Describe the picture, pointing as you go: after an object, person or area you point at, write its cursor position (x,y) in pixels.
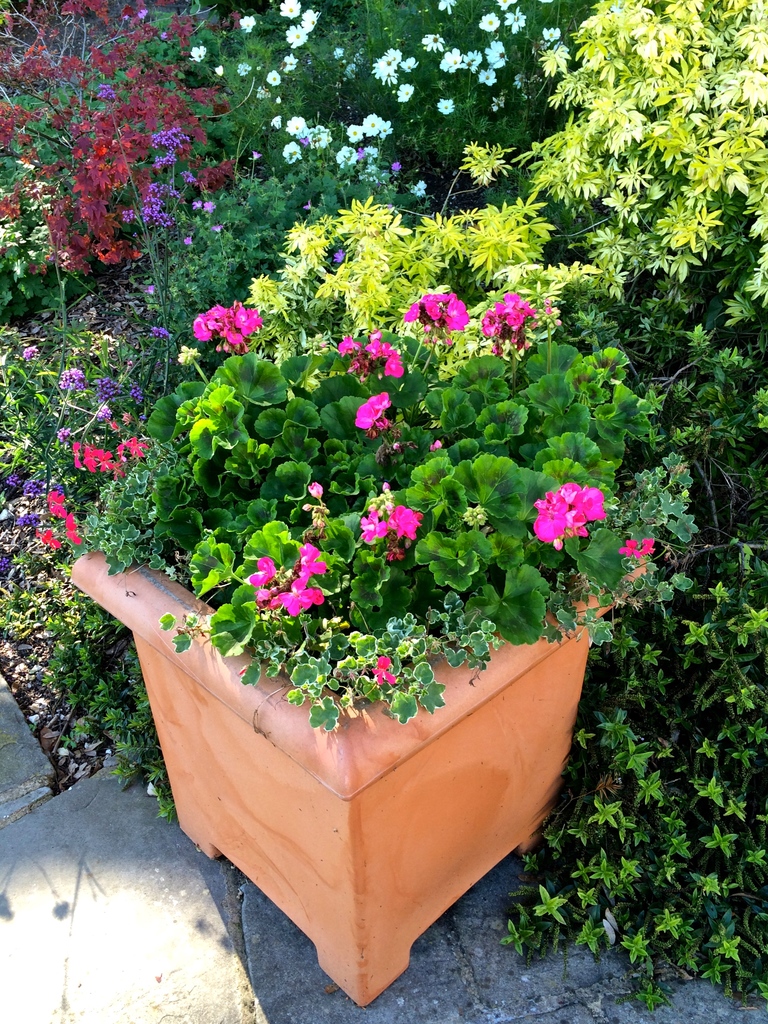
In this image we can see flowers (288,607), plants (388,588), pot (473,739) and other objects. At the bottom of the image (73,967) there is the floor (469,948).
